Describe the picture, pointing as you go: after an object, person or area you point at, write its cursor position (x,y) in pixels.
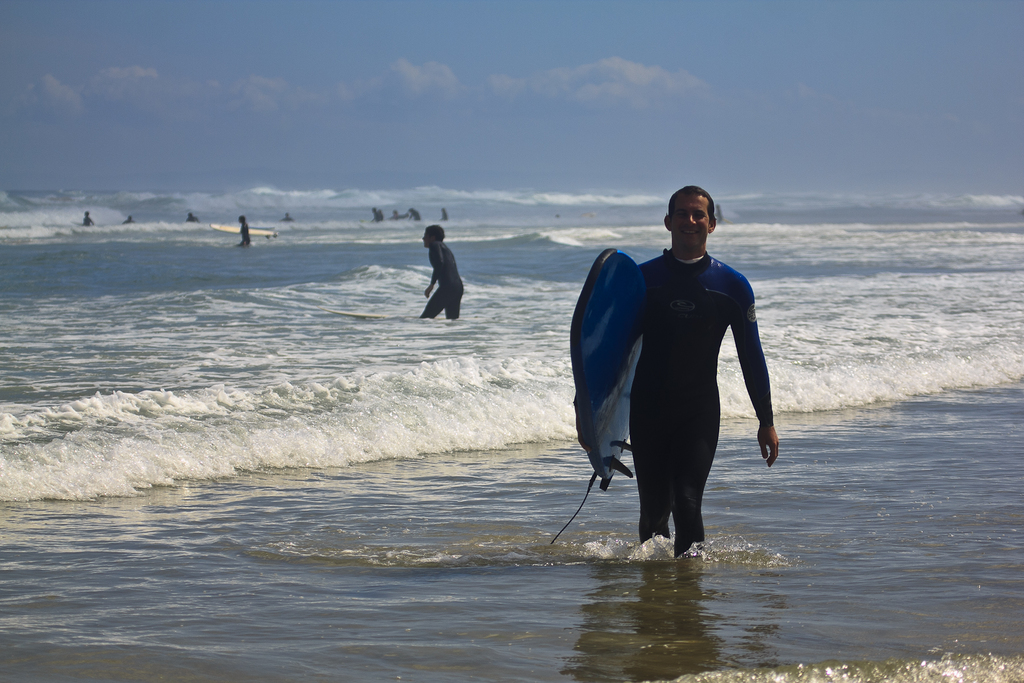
In the middle (670,361) there is a man (686,447) he is holding surf board (608,436), he is smiling, he is standing in the water (639,585). In the middle (347,427) there is a beach (351,586) and waves (399,400). In the background (432,316) there are many people (446,280) walking in the water (389,259). In the top (472,103) there is a sky (797,97) and clouds (625,87).
